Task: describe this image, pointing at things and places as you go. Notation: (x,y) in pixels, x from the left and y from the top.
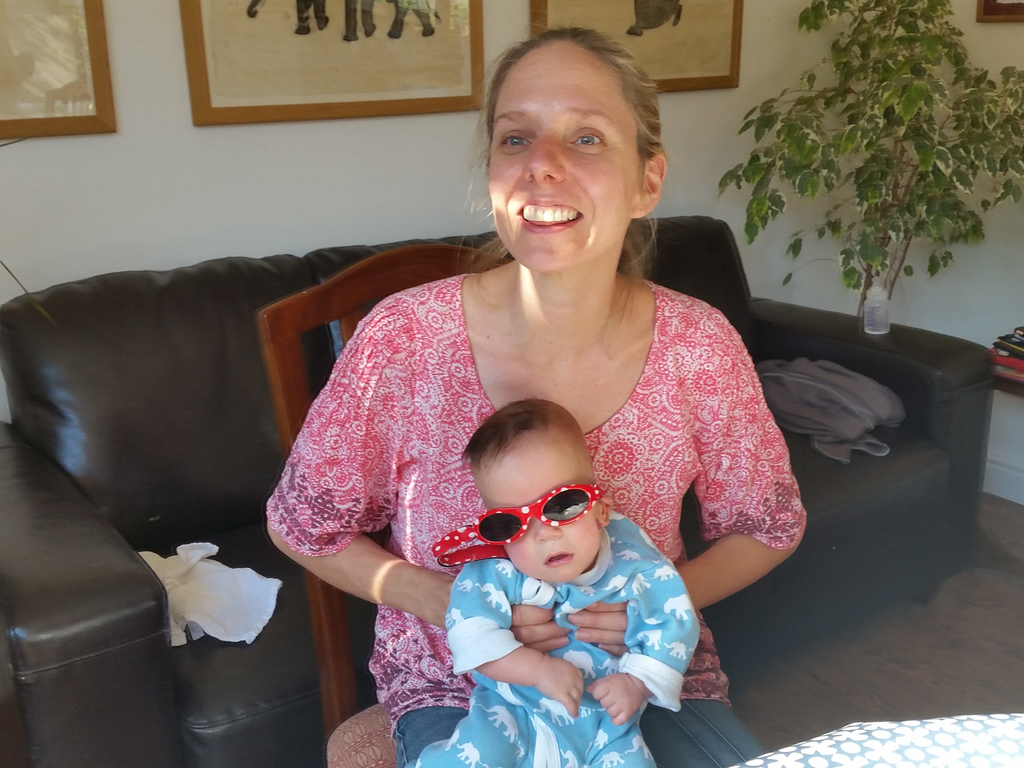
Here we can see a woman (550,297) is sitting and smiling, and holding a baby (597,514) in her hands (614,607), and at back (860,344) here is the sofa (861,330), and here is the tree (928,154), and at back (187,239) here is the wall (237,195) and photo frame (409,49) on it.
